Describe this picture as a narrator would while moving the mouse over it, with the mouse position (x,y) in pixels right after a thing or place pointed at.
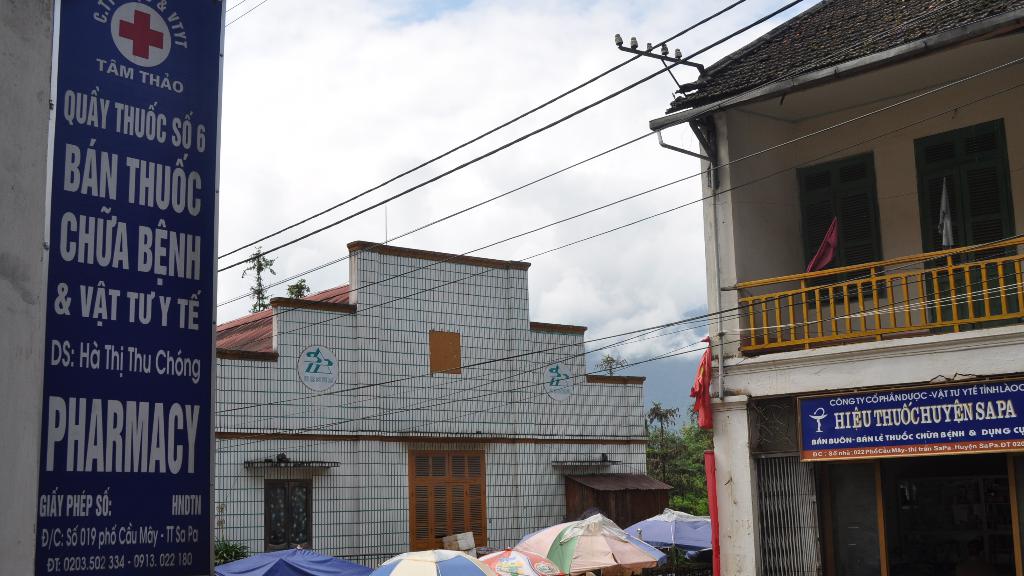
On the right side (883,176), we see a building (755,260) in white color with a grey color roof (772,70). We see the yellow color railing (818,332) and a board (832,425) in blue color with some text (927,407) written on it. We see the flags (949,230) in white and pink color. At the bottom (321,564), we see the umbrella tents (304,562) in blue, white, green and yellow color. On the left side (86,504), we see a board (69,374) in blue color with some text (124,404) written on it. In the middle (352,367), we see a building (467,469) in white color with a brown color roof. There are trees (702,504) in the background (654,438). At the top (403,141), we see the wires (552,174), clouds (532,204) and the sky (600,284).
